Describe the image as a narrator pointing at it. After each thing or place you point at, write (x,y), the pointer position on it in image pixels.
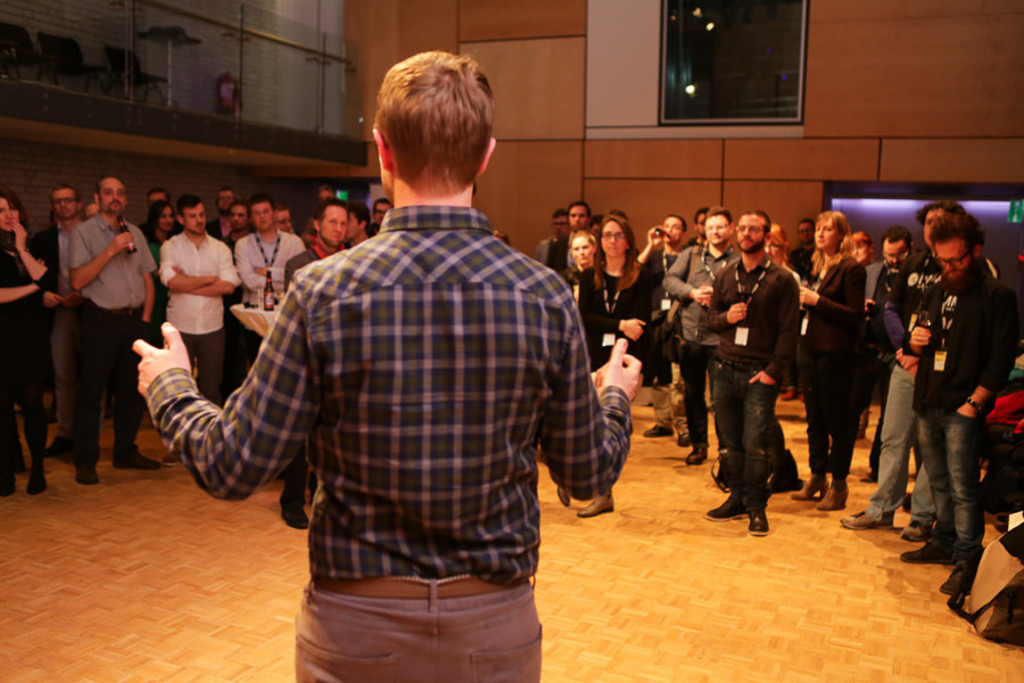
In this picture we can see group of people (607,279), they are all standing and few people (749,288) wore tags (735,273), in the background (130,81) we can see few chairs (151,73), glass (249,48), metal rods (322,90) and lights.
